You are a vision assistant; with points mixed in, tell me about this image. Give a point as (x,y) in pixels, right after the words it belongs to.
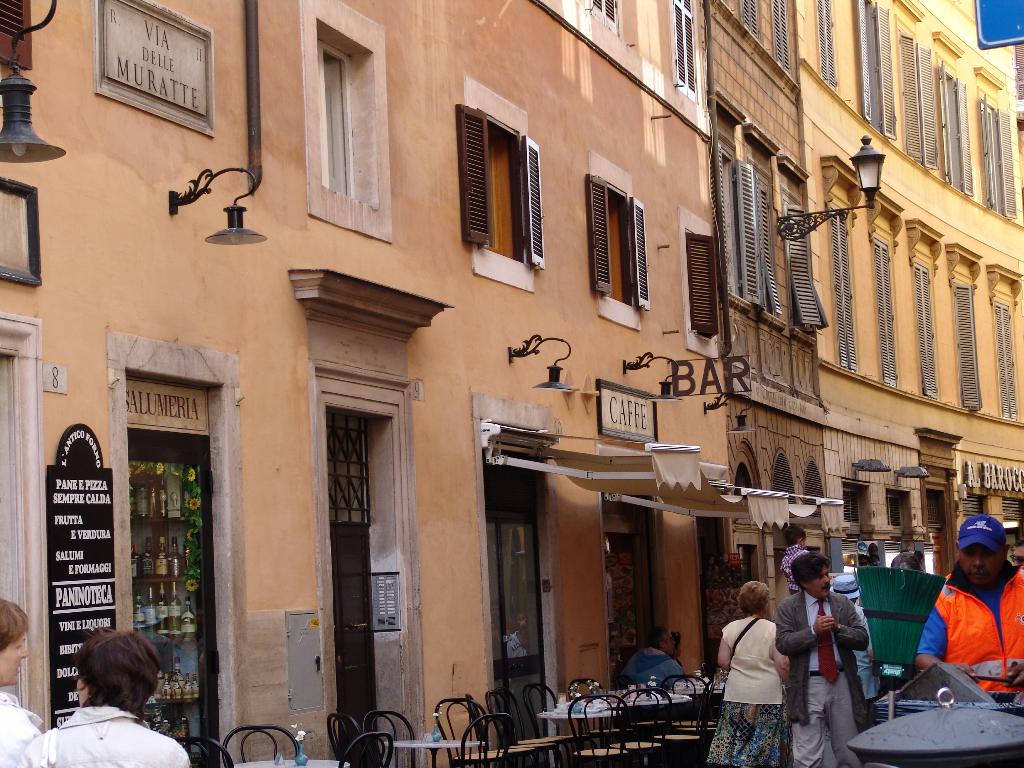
In the image there are buildings (662,379) on the left side (214,260) with many windows (497,200) on it, in the front (975,617) there are many people (939,661) walking on the street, in the middle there are chairs (524,745) and tables (408,745), it seems to be an outdoor cafe (556,449).
